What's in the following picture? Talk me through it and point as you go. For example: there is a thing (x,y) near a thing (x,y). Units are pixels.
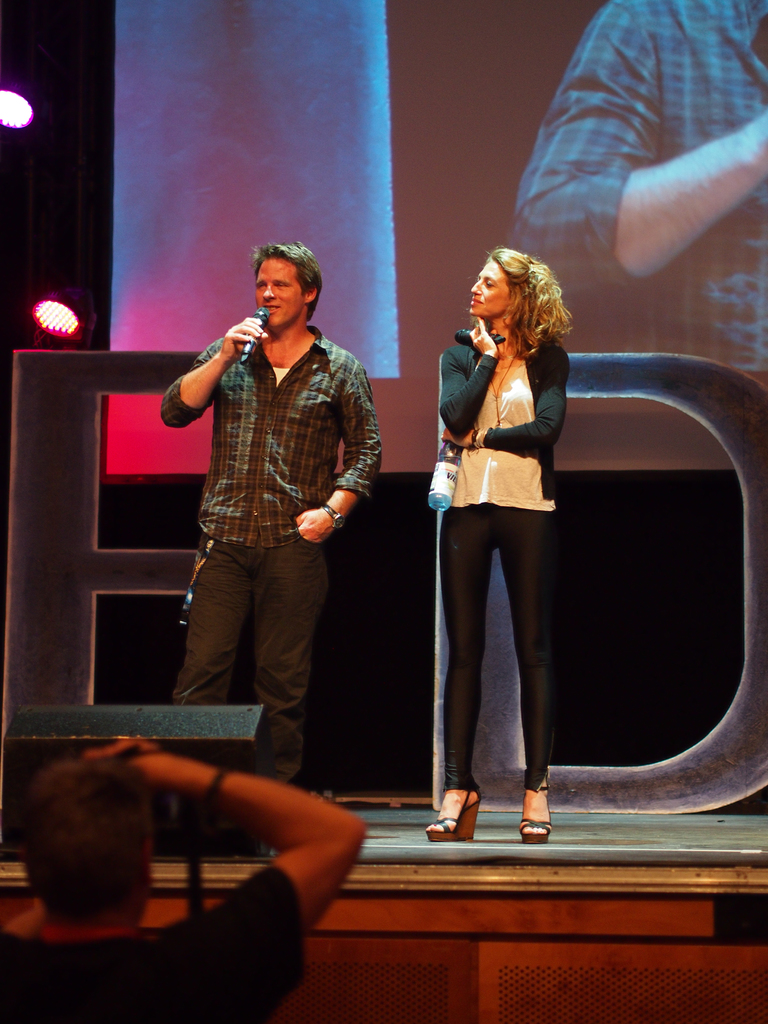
In this image, there are two persons (472,780) standing. One is holding a mike (246,361) and talking and one person (477,426) is holding a bottle (444,492) in her hand (466,435). At the bottom (214,771) a person (156,749) is there who is half visible. At the top (360,323) a screen (466,5) is there. This image is taken inside a stage (413,898) during night time.
